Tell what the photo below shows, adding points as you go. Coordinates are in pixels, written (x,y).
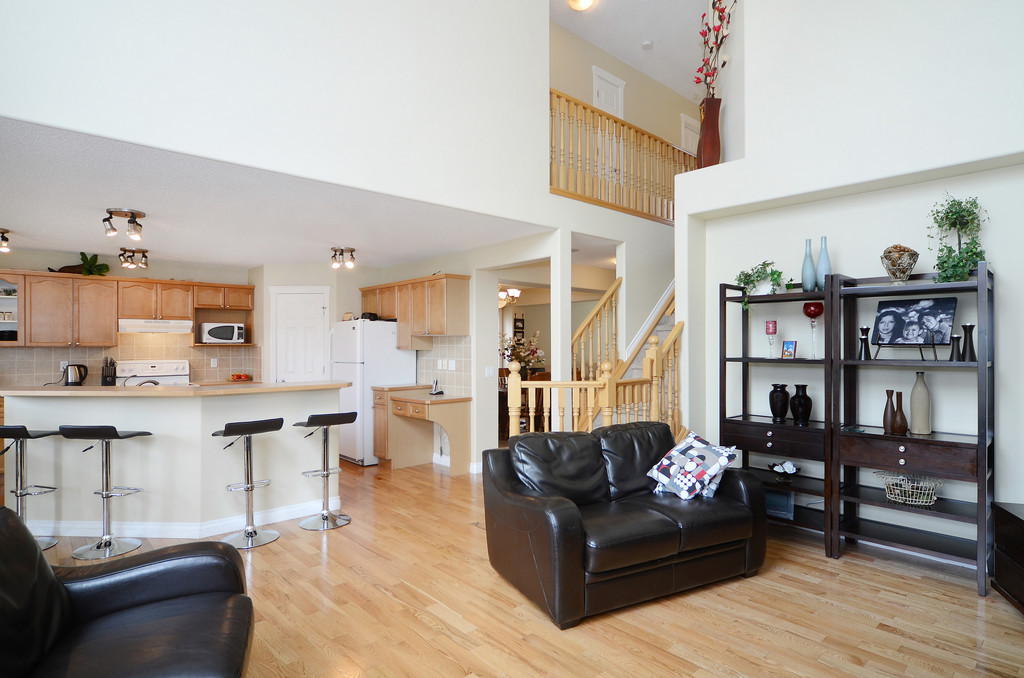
This is the image of the room (79,464) in which there are sofas (178,612), chairs (328,458), oven (213,341) in the kitchen (179,357) and cupboards (65,324) in the kitchen (129,344) and the door (310,359). There is fridge (355,369) beside the door (293,335) and there are staircase (534,415) to enter to the top floor (677,171). To the right side (957,469) there is a cupboard (952,454) in which there are photo frames (895,339), bottles (919,408), shelves (878,526) and basket (909,498). There is a wooden floor (410,606) at the bottom (419,634).
